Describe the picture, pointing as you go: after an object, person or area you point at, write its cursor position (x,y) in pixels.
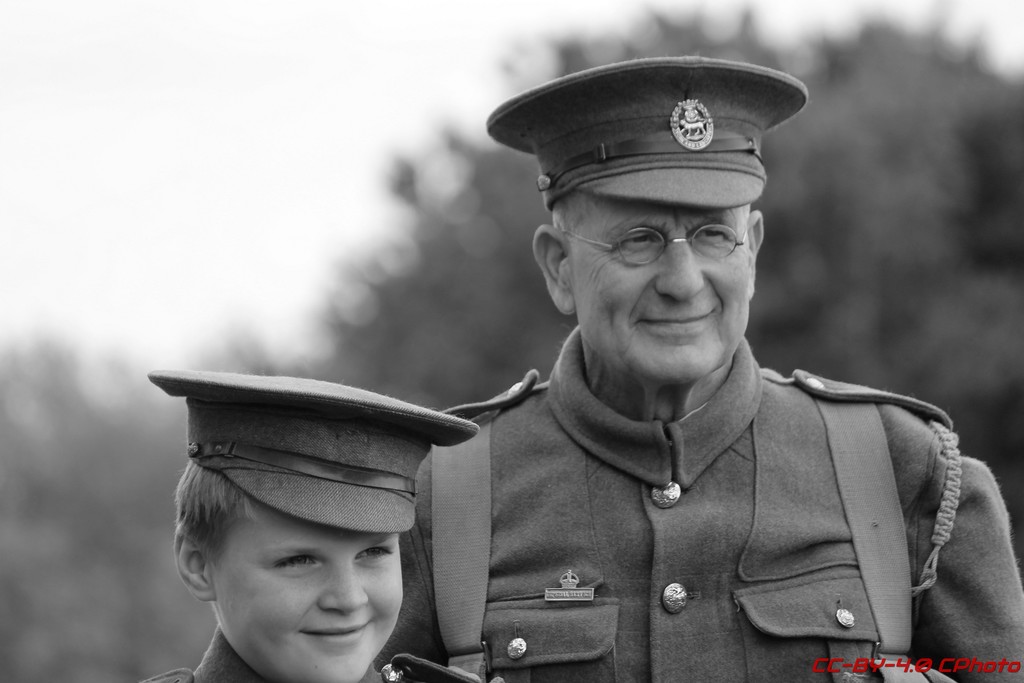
In this picture there are two people (468,576) smiling and wear caps (387,434). In the background of the image (395,179) it is blurry and we can see the sky (340,183). In the bottom right side of the image (823,666) we can see text (1006,663).
